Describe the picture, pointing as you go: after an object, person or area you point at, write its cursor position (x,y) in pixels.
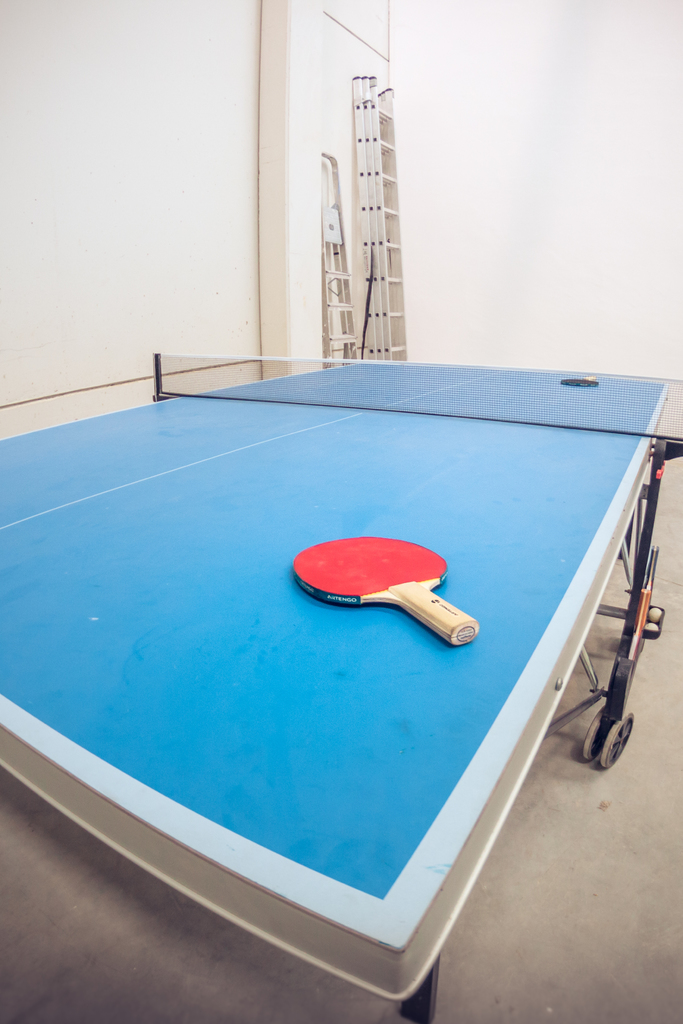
In this image there are two tennis bats (421,574) on the tennis table (342,946). At the back (369,229) there are two ladders (378,223).
